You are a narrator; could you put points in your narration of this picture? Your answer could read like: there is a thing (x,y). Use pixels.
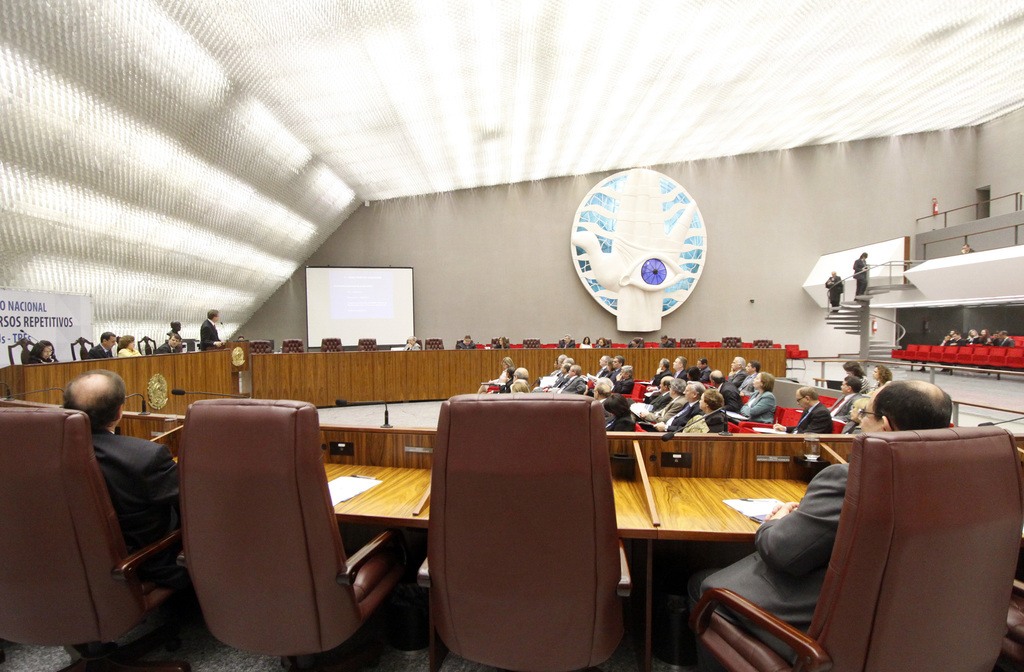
This is a picture of conference room (371,376). Here we can see screen (369,267). We can see persons (864,291) on the stairs (866,330) and all the persons (784,539) sitting on chairs (600,611) in front of a table (733,532) and on the table (733,532) we can see papers (753,510). This is flexi (50,318). We can see one man (215,328) standing near to the screen (353,306) in front of a mike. This is a logo (647,265).
